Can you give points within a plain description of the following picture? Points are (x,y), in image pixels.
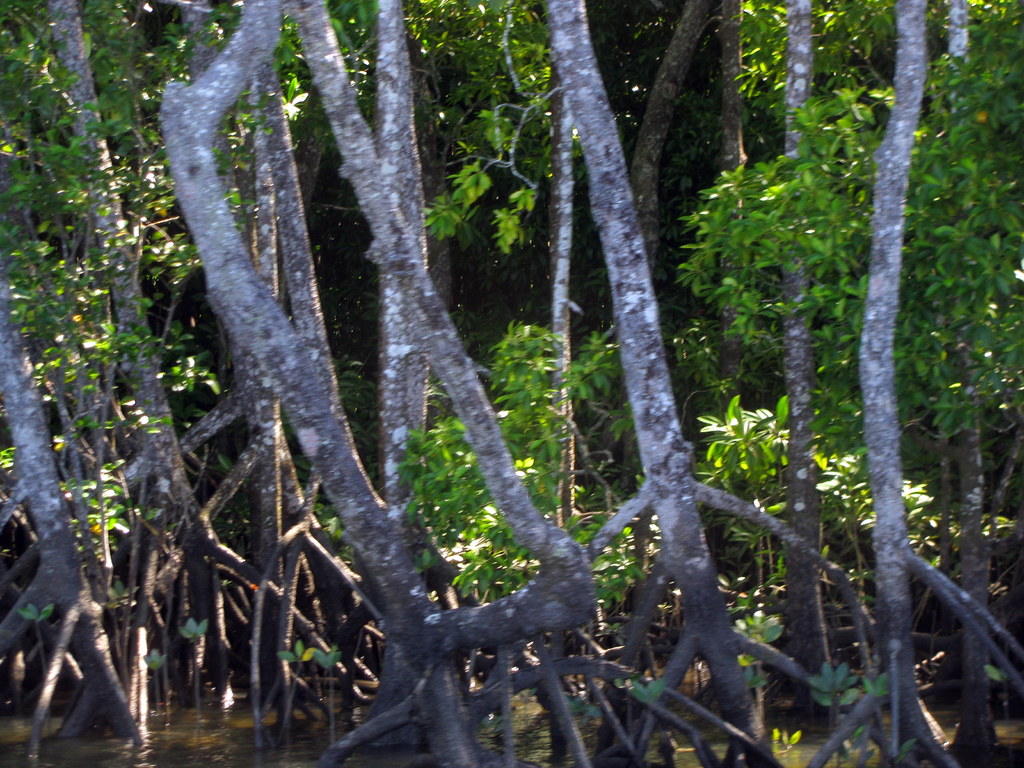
In this picture we can see water (187,720) and trees (493,70).
